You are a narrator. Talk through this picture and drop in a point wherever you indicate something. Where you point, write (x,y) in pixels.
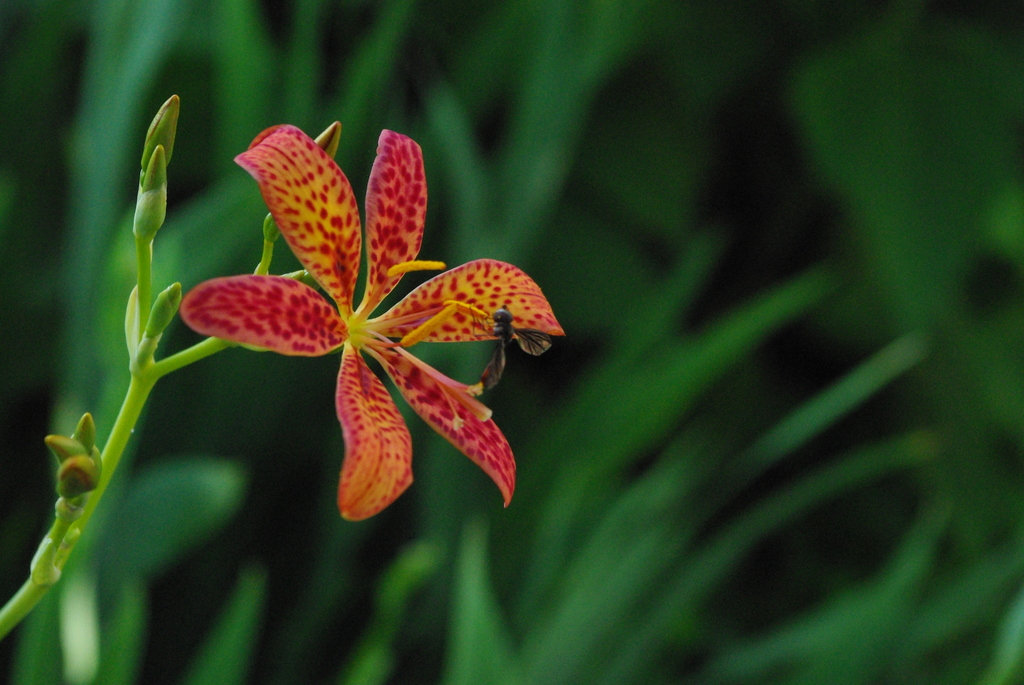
In this image we can see some plants (634,390) with a flower (425,366) and buds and there is an insect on the flower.
